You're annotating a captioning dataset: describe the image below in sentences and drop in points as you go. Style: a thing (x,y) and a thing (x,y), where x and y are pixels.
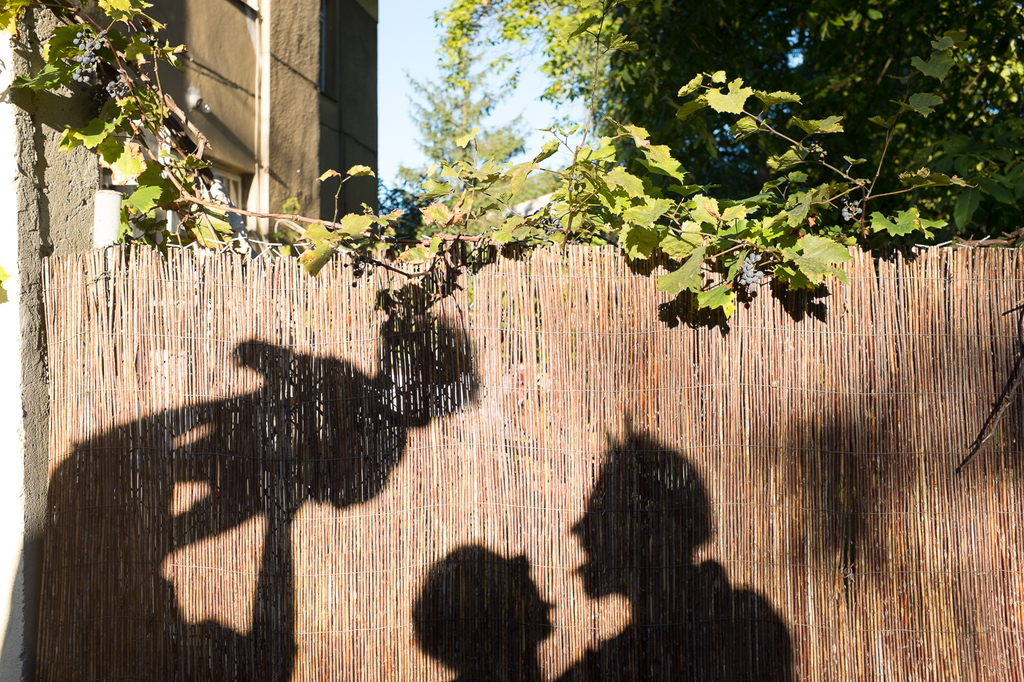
In this picture I can see shadows (343,463) of people (260,660) on the wooden fence (703,499), there are trees (786,29), there is a wall (340,36), and in the background (406,14) there is the sky (504,82).
